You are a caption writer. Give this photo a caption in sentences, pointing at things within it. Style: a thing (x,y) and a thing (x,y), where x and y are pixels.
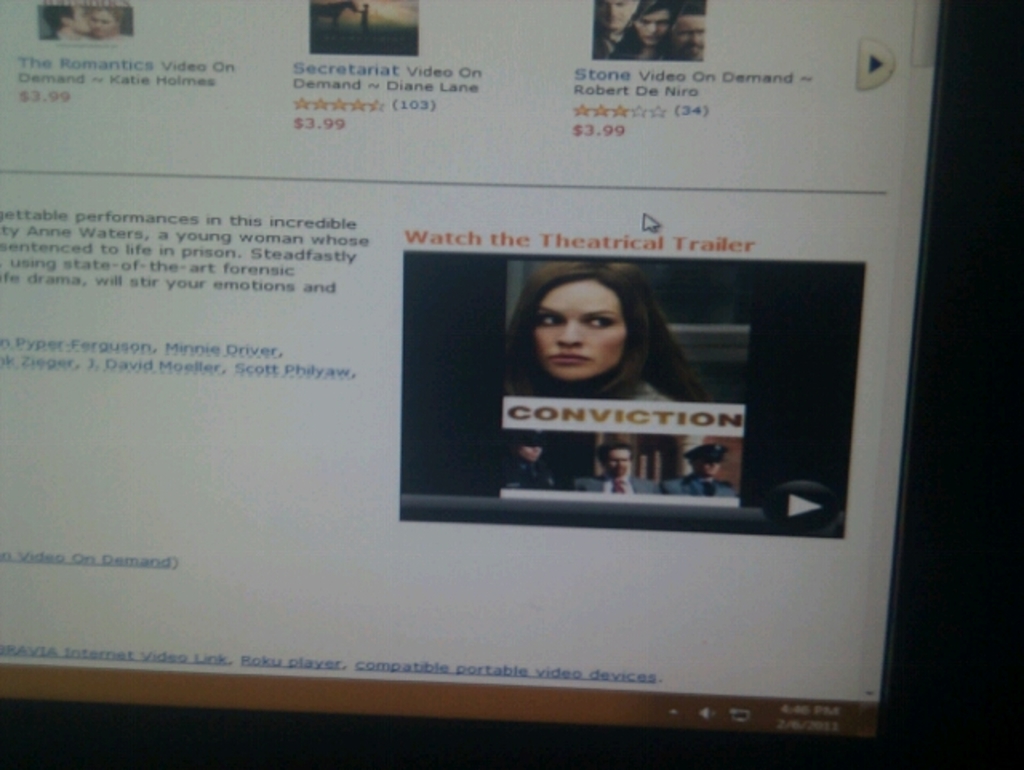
In this picture we can see a screen (775,508), there is a web page (482,476) opened in the screen (171,234), we can see some text (275,278) on the left side (139,284), on the right side (694,445) there are depictions of persons (601,386), at the bottom (801,717) we can see time (812,716) and date (777,728), we can also see icons (705,712).
